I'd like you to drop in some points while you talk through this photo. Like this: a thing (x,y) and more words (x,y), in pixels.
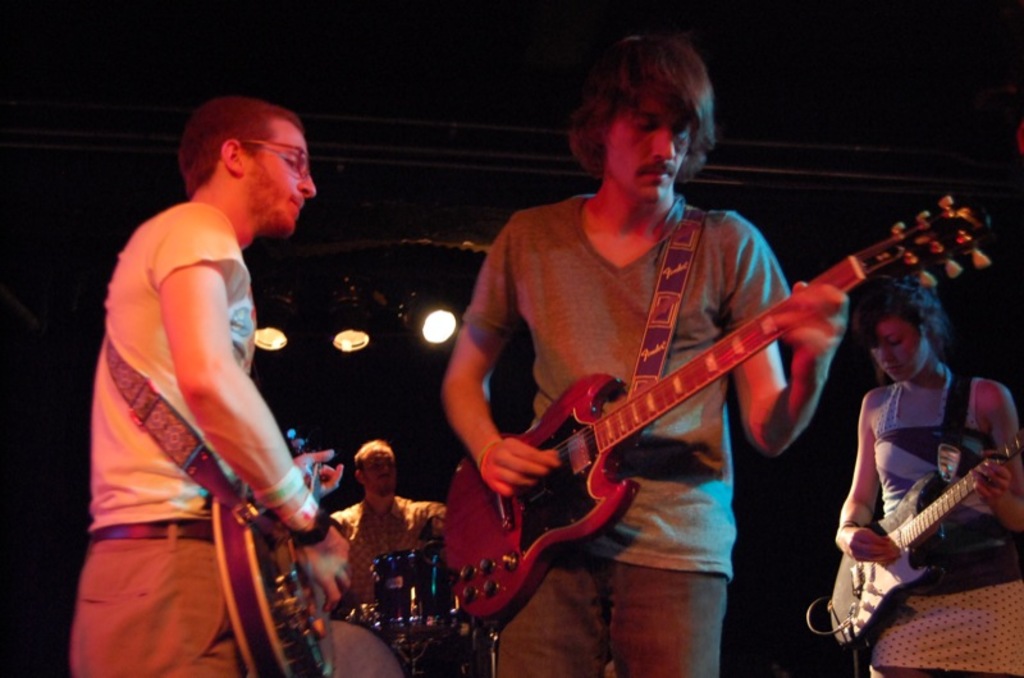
In the picture there are four people (367,529) and at the right corner of the picture (884,544) one woman (900,628) is playing a guitar (918,530) and in the left corner of the picture (164,512) one man (151,569) is playing a guitar (259,627) and wearing glasses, white shirt (173,251) and pant (168,632). In the middle of the picture (653,443) the person (637,545) is playing a guitar (622,509) wearing a grey t-shirt (653,541) and jeans (657,600) behind them there is a person (388,510) sitting on the chair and playing the drums (430,555) and the background (395,419) is very dark and there are three lights (360,348) on top of them.
